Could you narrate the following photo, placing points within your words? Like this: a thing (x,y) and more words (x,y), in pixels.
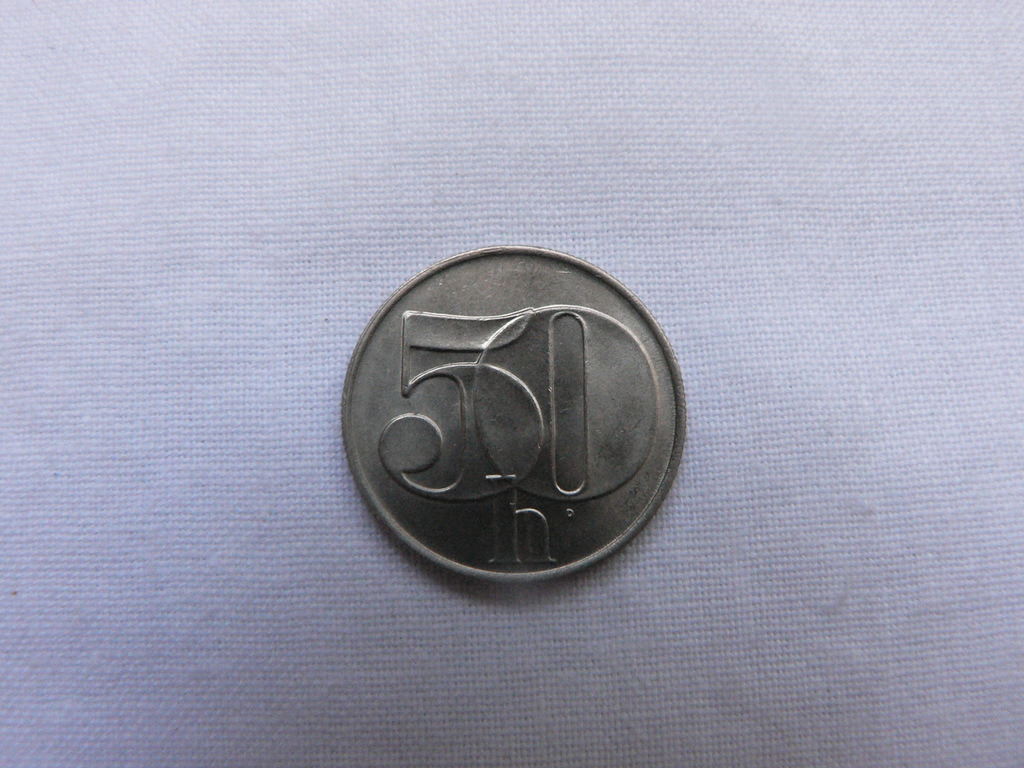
In this picture, there is a coin (530,456) with some text (546,353) engraved on it. Below it, there is a cloth (295,219).
